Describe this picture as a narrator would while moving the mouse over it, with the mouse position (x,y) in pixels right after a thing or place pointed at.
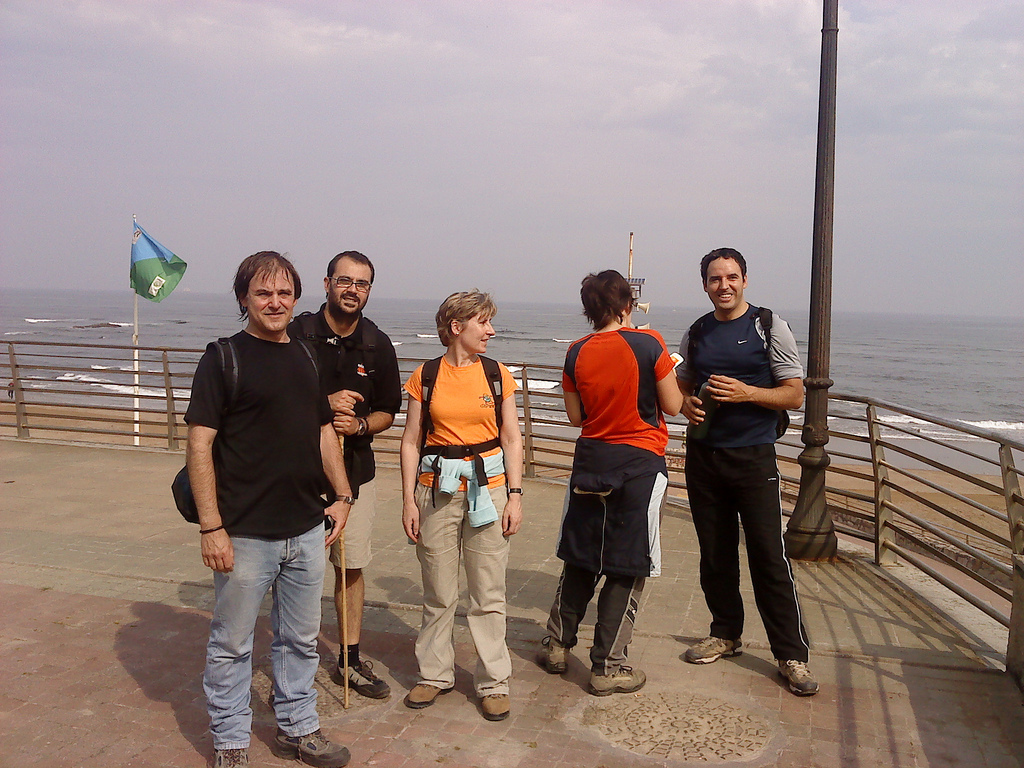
In this image I can see group of people (305,500) standing. In front (298,481) the person (286,520) is wearing black and blue color dress (273,487). Background (165,259) I can see the fencing (95,403) and the flag (148,247) is in blue and green color. I can also see the water (434,313) and the sky (422,76) is in white color.
